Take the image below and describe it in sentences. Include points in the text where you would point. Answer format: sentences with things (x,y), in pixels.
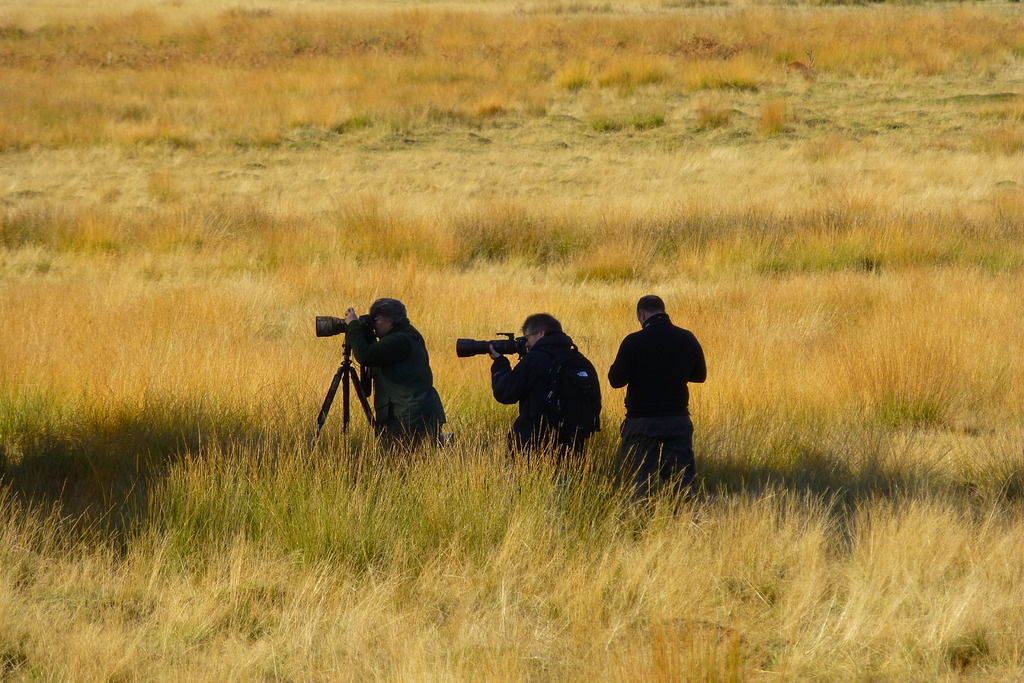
In this image there are three people (374,341) holding cameras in the grass (654,281) and there is a camera stand (344,430).
